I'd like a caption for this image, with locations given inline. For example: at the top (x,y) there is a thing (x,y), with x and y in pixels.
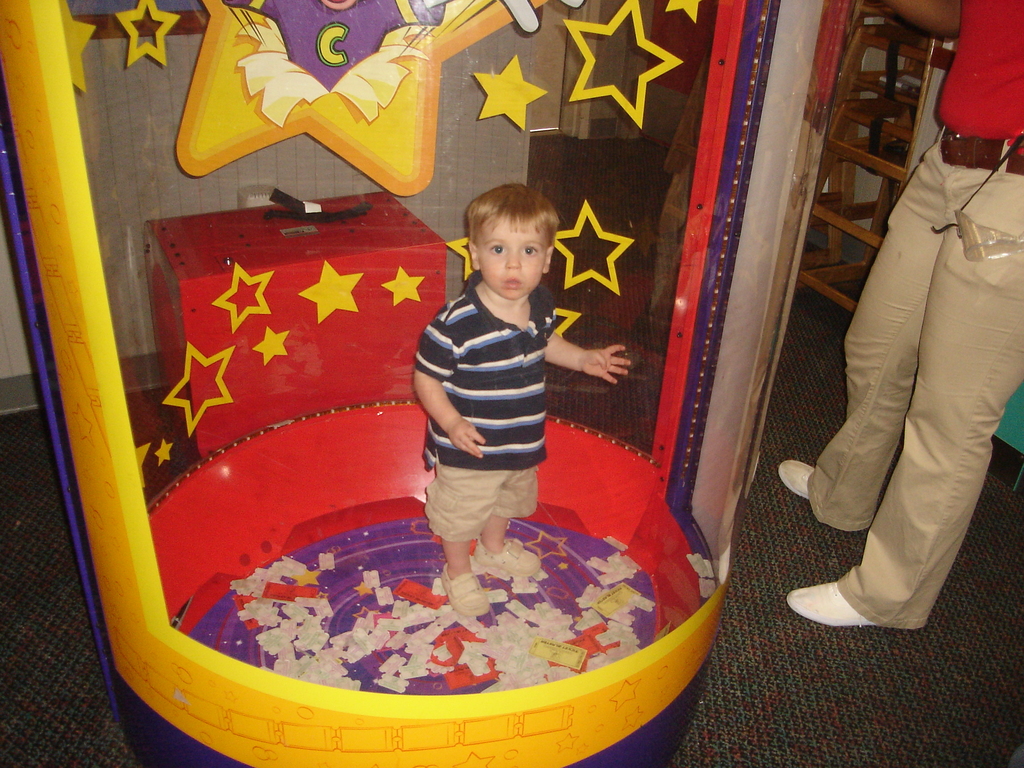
Here I can see a boy (482,393) standing in a cabin (618,676) which is placed on the floor (775,708). It is looking like a game. Beside this cabin (641,321) I can see a person (982,134) wearing red color shirt (980,125), trouser (905,351) and standing. In the background (884,126) there is a rack (856,214). At the back of this cabin (106,569) I can see a red color table (191,294) which is placed on the floor (19,541), at the back of it I can see the wall (134,146).
